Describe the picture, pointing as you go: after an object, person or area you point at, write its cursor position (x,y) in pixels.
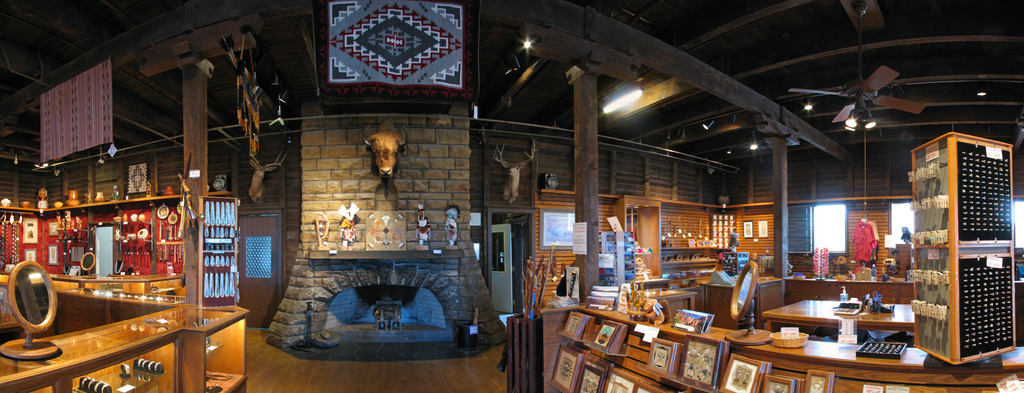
In this picture we can see the view of artificial jewelry shop (328,320). In the center (345,188) we can see the fireplace (409,282) with two deer statue (258,175). In the front (639,316) there is a wooden table (946,378) with photo frames (742,364) and hanging earrings (936,201). On the left side (150,332) we can see the table (116,351) with mirror (38,264) and jewelry (230,221) in the box (75,364). On the top (282,52) we can see the wooden ceiling (749,95) with fans (788,89) and lights (625,90).
